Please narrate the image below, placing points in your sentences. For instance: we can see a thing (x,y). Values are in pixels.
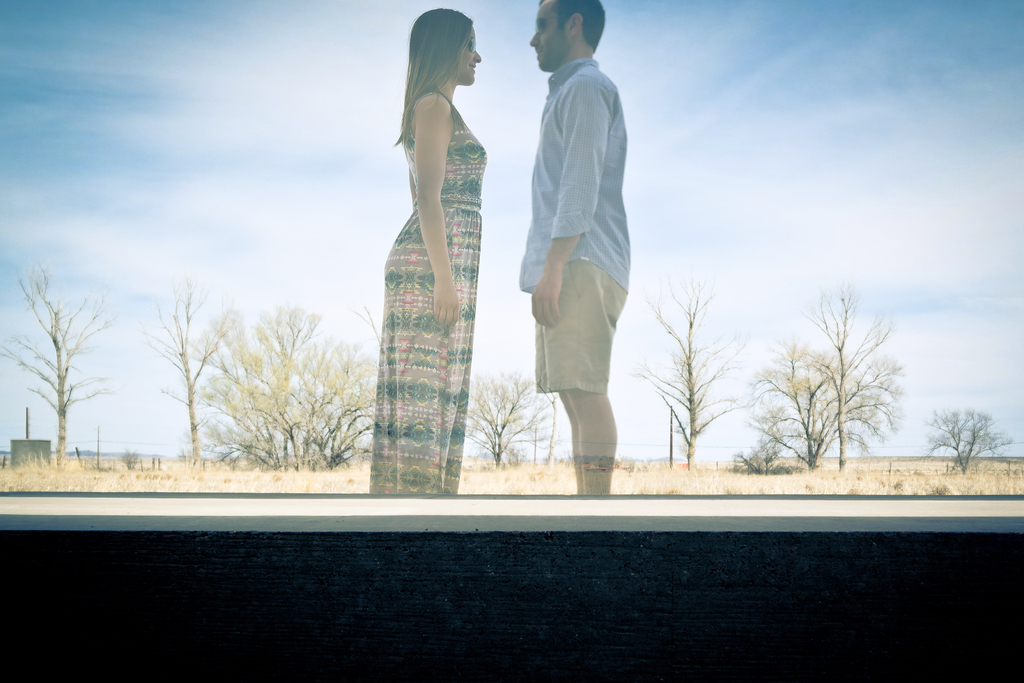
In the picture I can see a couple (589,287) standing on the ground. In the background (487,401), I can see the trees (487,401). There are clouds (267,164) in the sky (267,164).
